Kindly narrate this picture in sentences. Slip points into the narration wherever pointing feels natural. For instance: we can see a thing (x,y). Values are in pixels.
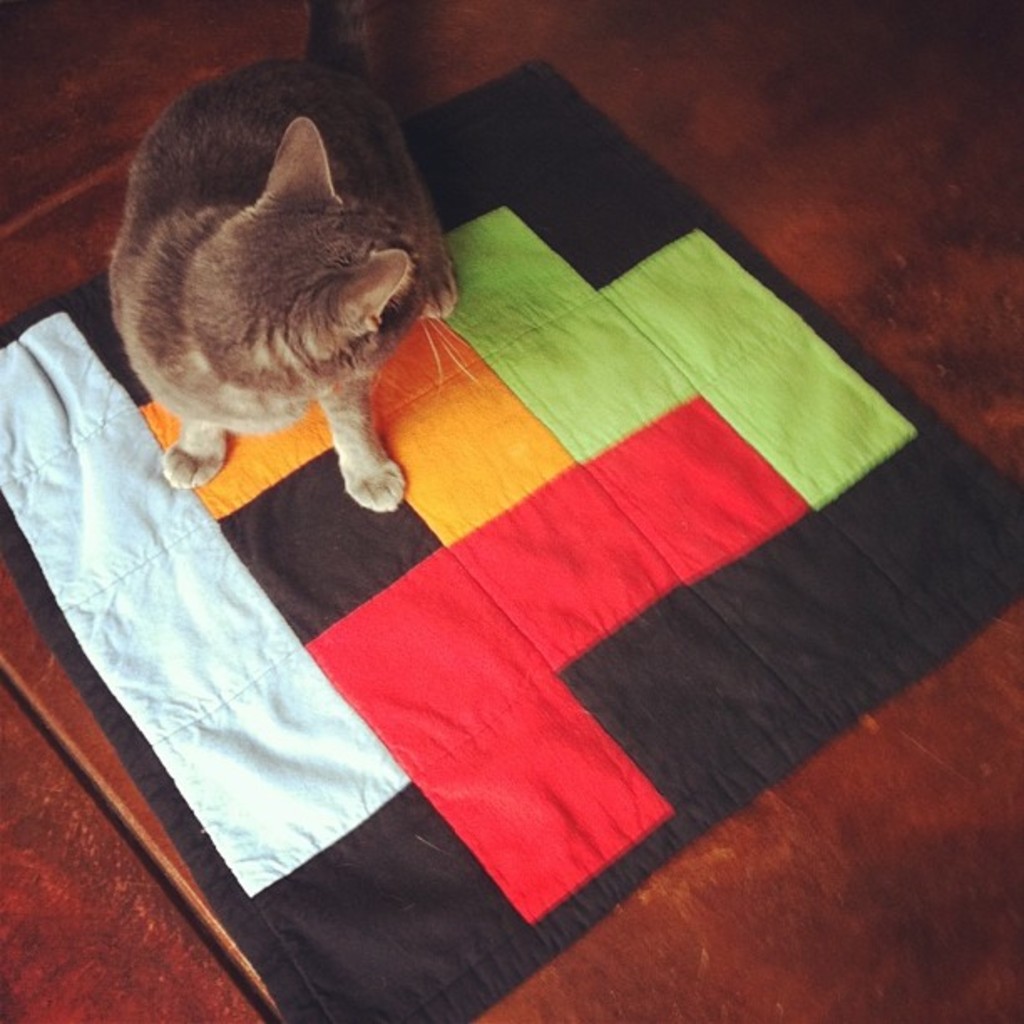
In this picture, we see a brown cat (236,281). It is on the carpet (328,460), which is in white, red, yellow green and black color. At the bottom (721,874), we see a table (794,807) or the floor (807,783) in brown color.
